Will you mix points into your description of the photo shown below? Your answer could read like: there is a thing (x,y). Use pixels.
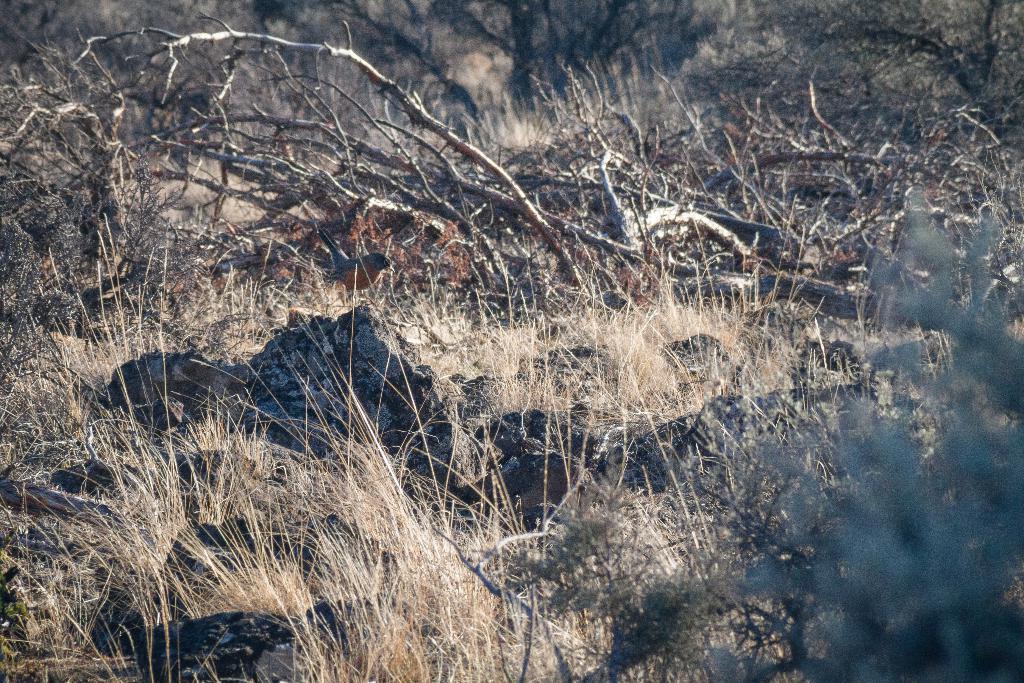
In this picture there is a rock (313,353) in the center of the image (371,398) and there are dry trees (497,240) and dry grassland (569,375) in the image.
